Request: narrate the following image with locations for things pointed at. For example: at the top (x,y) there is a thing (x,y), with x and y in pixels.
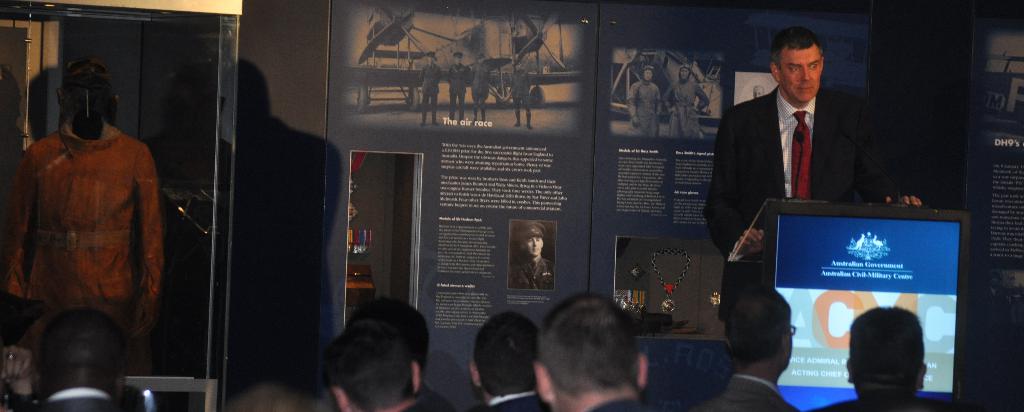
In this image on the right side (798,68) there is one person (783,175) who is standing, in front him there is a podium (874,272) and at the bottom (473,361) there are a group of people (914,377) on the left side (75,163) there is one box (16,141). In that box (172,297) there is one manikin (121,230) and in the background (589,96) there are some boards (675,77). On the boards (476,261) I can see some text (471,173) and also there are some objects (635,274) like medals (364,243) and some pictures (515,275).
